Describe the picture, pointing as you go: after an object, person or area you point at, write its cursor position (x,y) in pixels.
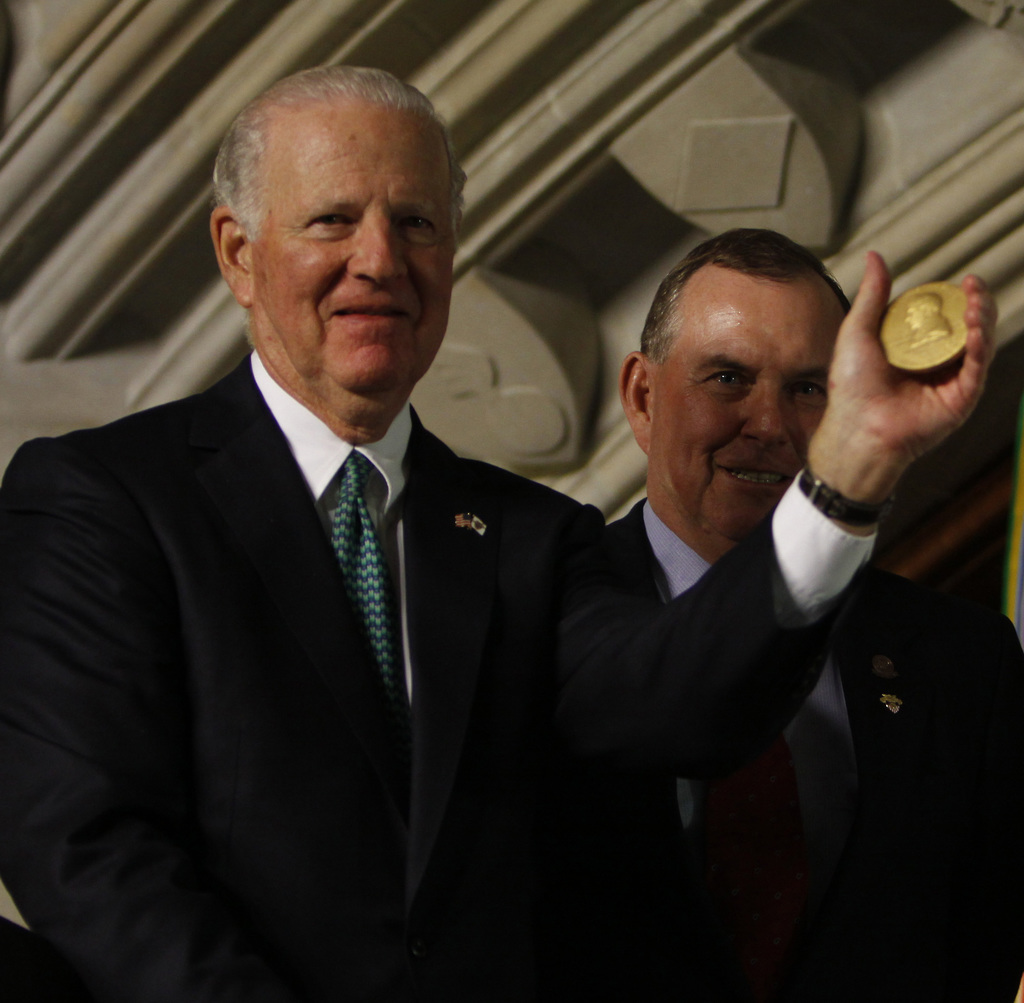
In this image, we can see two men (746,669). In the middle (662,604), we can also see a man (678,648) holding an object (941,292) in his hand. At the top (731,165), we can see a stone carving (663,96).
